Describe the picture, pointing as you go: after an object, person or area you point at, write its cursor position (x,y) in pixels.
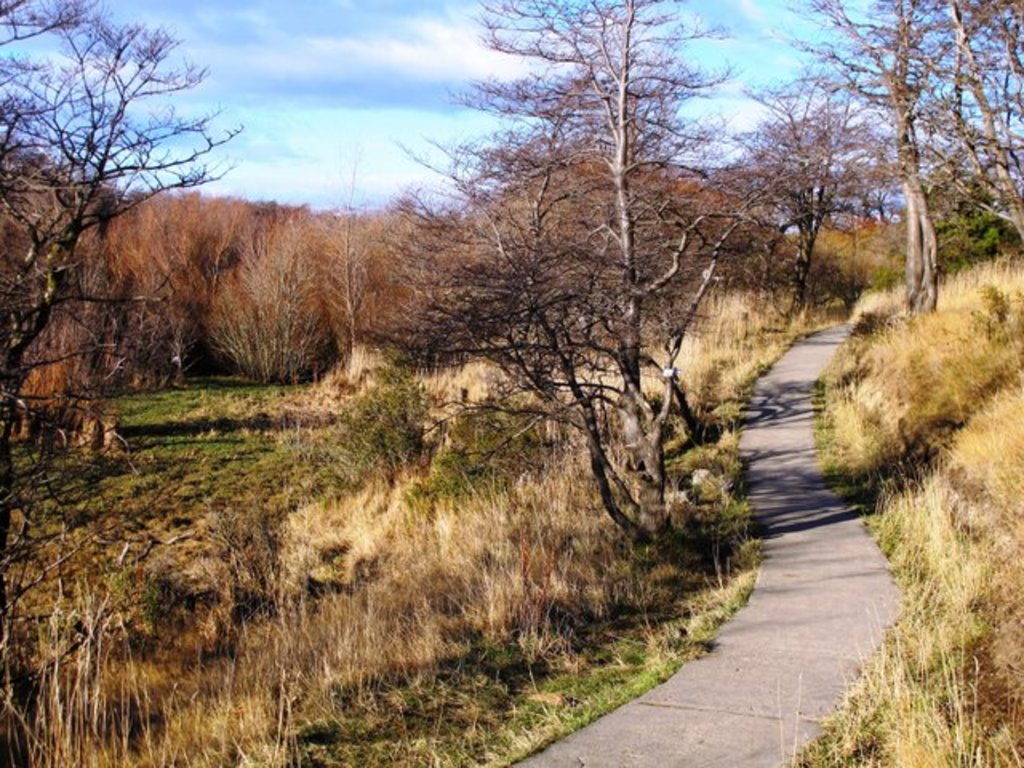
In the image we can see trees (481,218) and the path (797,457) in between. Here we can see the grass (221,509) and the cloudy sky (275,151).
